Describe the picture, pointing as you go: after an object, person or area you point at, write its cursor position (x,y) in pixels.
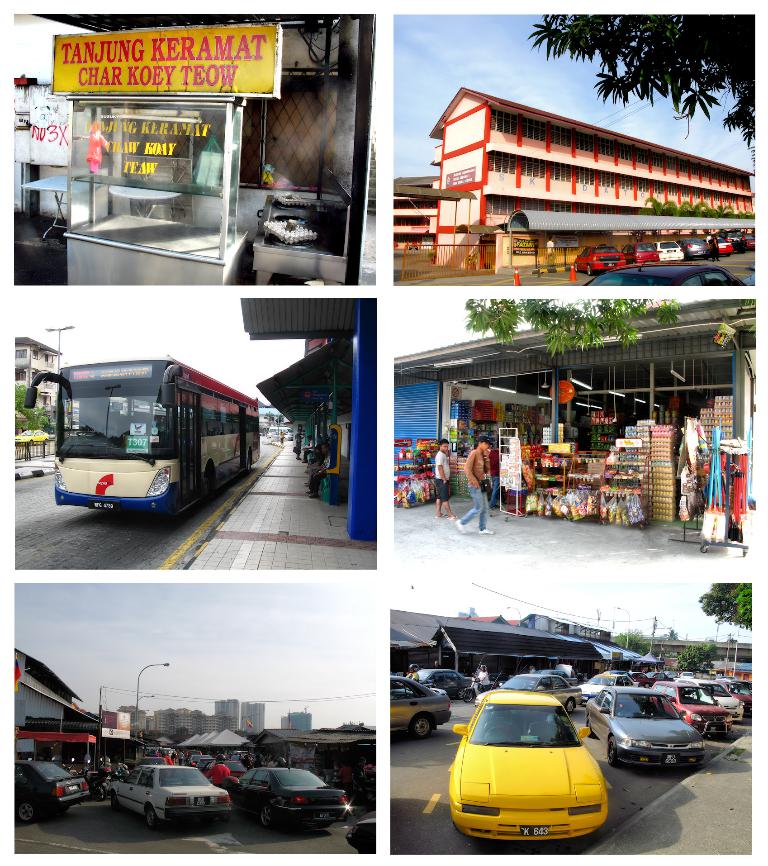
This is a collage picture and in this picture we can see name boards (212,90), buildings (446,350), vehicles (656,682), traffic cones (519,284), roads (484,280), trees (694,107) and some objects (506,434) and in the background (575,105) we can see the sky (575,105).
